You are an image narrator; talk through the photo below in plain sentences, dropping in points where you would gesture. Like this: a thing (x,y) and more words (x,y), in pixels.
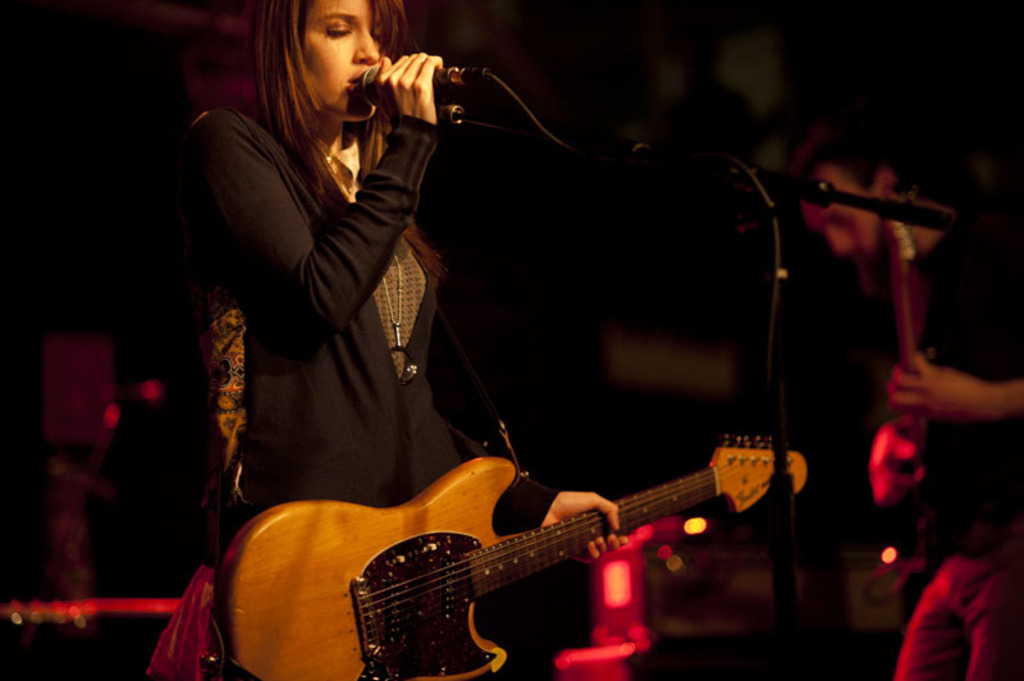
This is a picture of a woman (195,658) standing and singing a song in the microphone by holding a guitar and in back ground (1020,674) there is another person (869,180) standing and playing a guitar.
